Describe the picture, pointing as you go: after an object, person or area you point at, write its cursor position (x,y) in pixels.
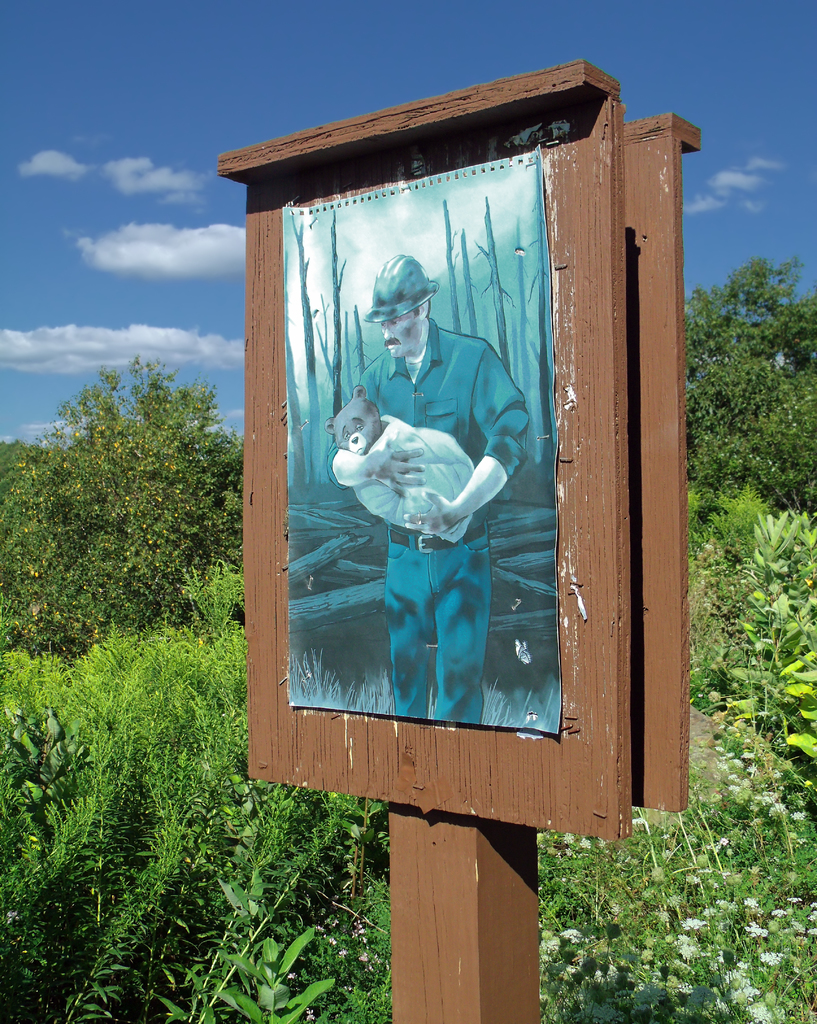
In this picture we can see a photo of a man (390,556) wore a helmet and holding an animal (336,426) with his hands (446,521) on a board (515,786). In the background (704,363) we can see trees (732,377) and the sky (193,231) with clouds (93,249).
